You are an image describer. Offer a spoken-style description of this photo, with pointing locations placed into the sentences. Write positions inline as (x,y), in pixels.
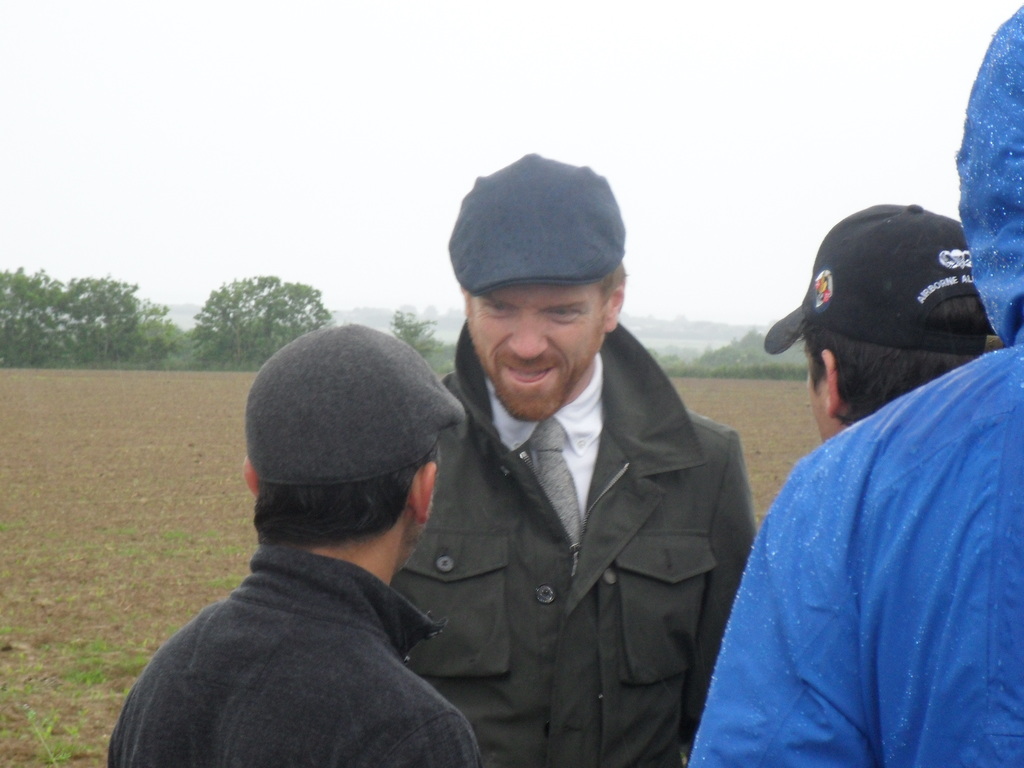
In front of the image there are four people (468,615) standing. At the bottom of the image (92,587) there is a sand (156,443) on the surface (125,554). In the background of the image (228,358) there are trees (282,335), mountains (680,331) and sky (329,179).
